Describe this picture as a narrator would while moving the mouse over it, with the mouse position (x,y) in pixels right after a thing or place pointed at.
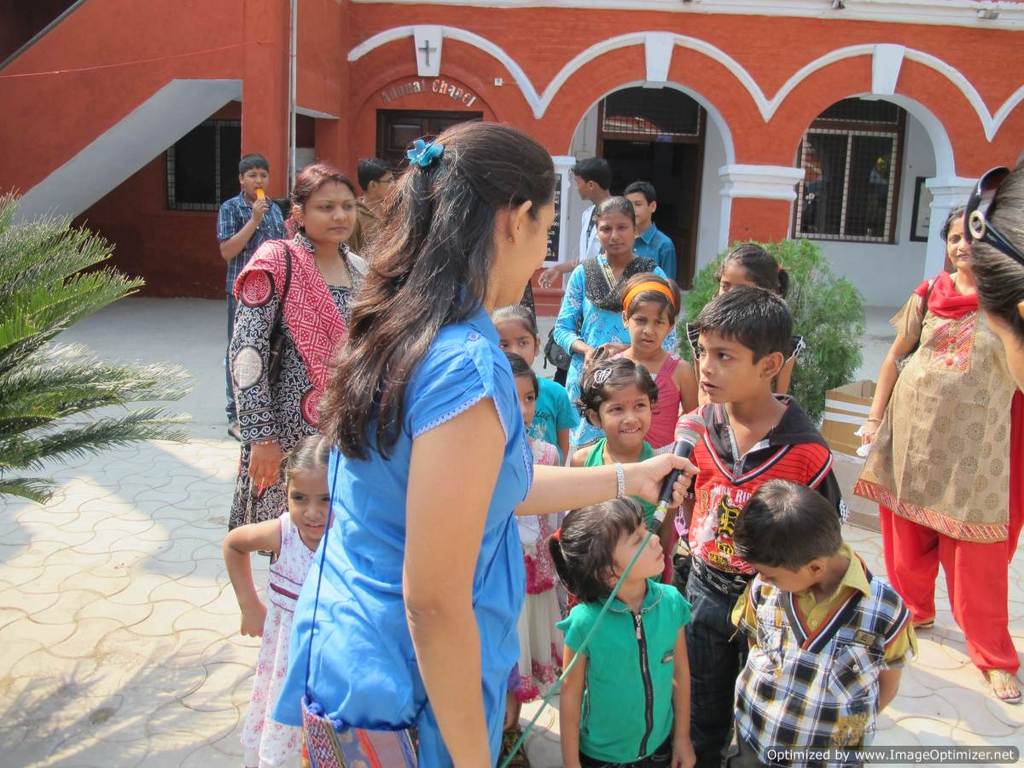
In this image I can see there is a woman (462,528) standing at the center (635,464), she is holding a microphone (684,431) and there is a boy (719,393) standing in front of her and there are a few other kids (678,401). There are a few people (600,241) standing in the background (572,239) and there is a building (328,131) and few plants (824,326).
